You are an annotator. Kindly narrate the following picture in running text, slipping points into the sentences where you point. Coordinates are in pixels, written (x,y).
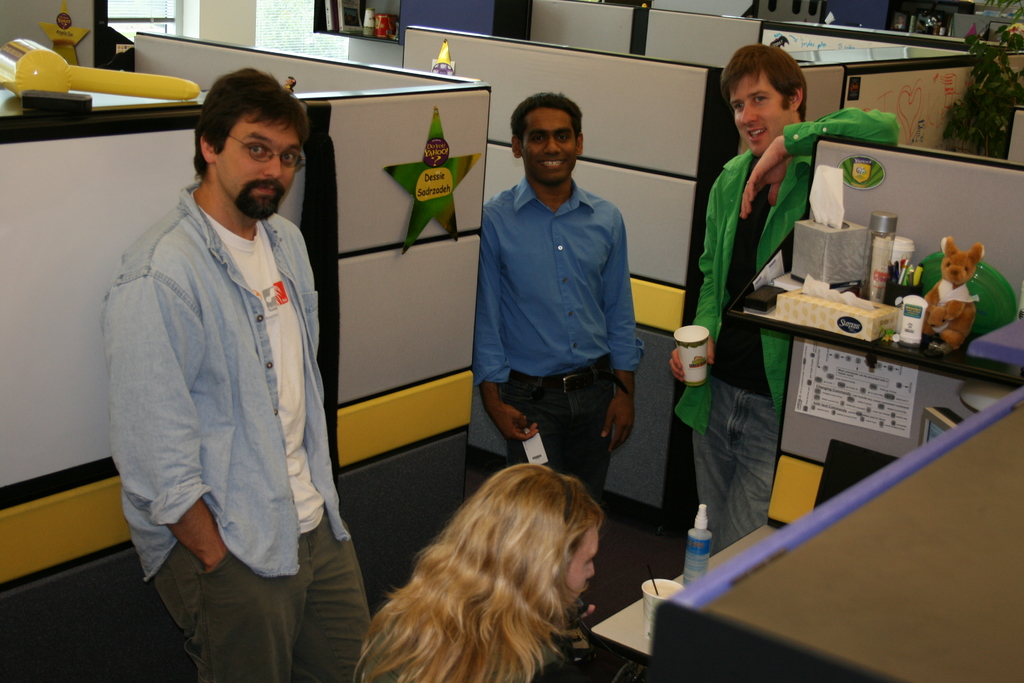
In the picture I can see this woman (476,578) is sitting and these three men (799,209) are standing, here I can see the cabins (123,194), few objects (957,281) placed on the shelf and in the background (1004,61), I can see a plant (971,114) on the right side of the image (957,121) and I can see glass windows (146,31).
